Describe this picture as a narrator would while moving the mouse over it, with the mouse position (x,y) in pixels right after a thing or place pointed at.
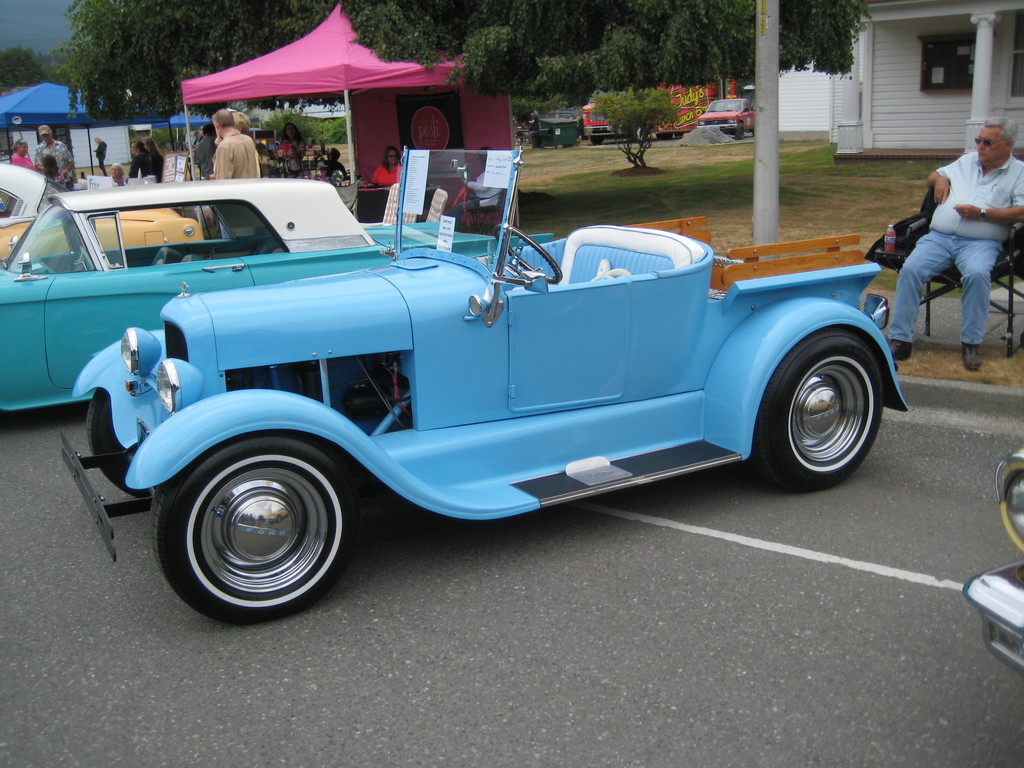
In the picture we can see some cars (43,254) are parked on the road (698,553) and behind it, we can see a man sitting on the chair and beside him we can see a pole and a tent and in the background (114,117), we can see a part of the house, trees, vehicles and a part of the sky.
